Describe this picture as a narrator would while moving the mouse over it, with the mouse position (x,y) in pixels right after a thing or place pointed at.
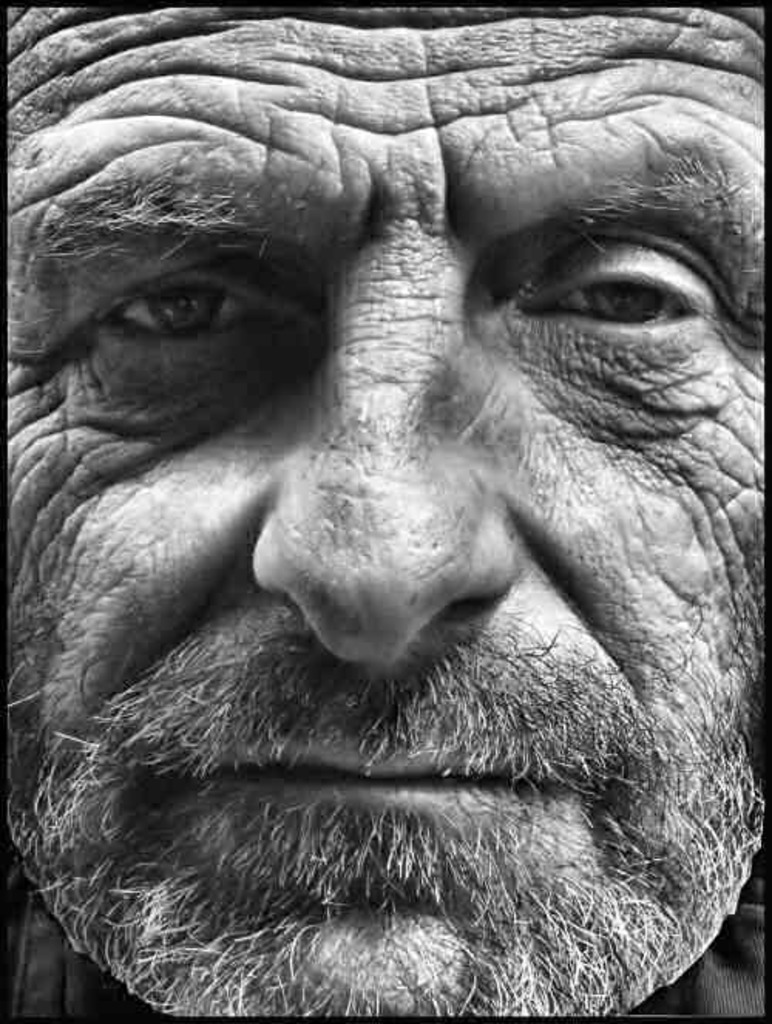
This image consists of a man (160,344). He is having a white beard (424,865). And the image looks like he is an old man (269,453).
